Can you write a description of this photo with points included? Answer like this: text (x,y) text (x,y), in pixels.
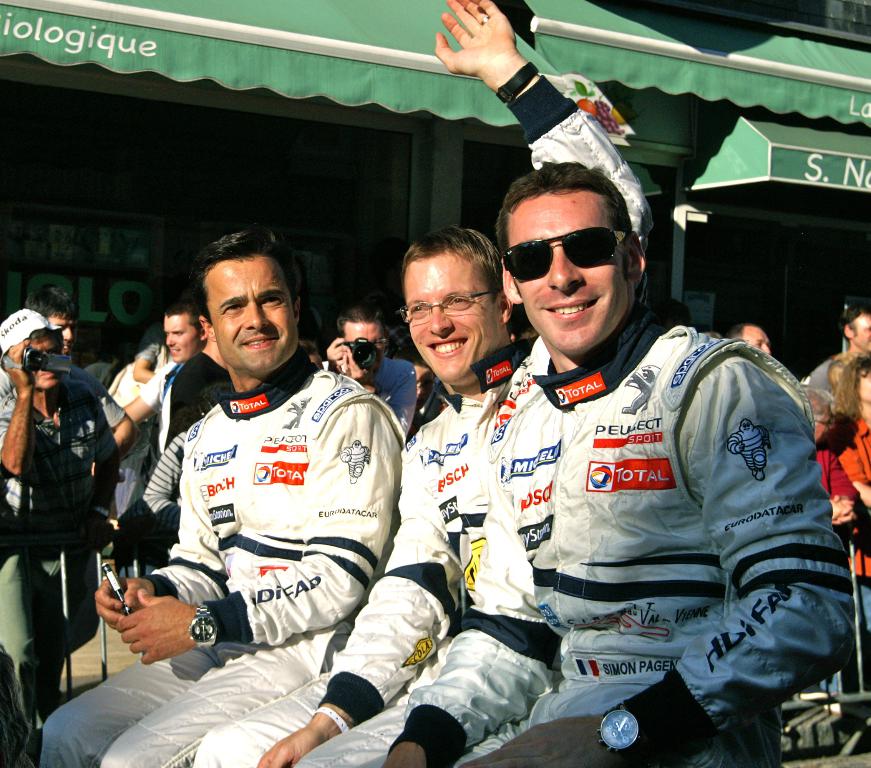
In this picture there are three persons (457,558) who are wearing same dress (547,547) and they are sitting on the bench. In the back (93,449) I can see some people (10,323) are holding the camera (364,349) and some people (849,427) are standing near to them. In the background (822,258) I can see the building (88,114).
